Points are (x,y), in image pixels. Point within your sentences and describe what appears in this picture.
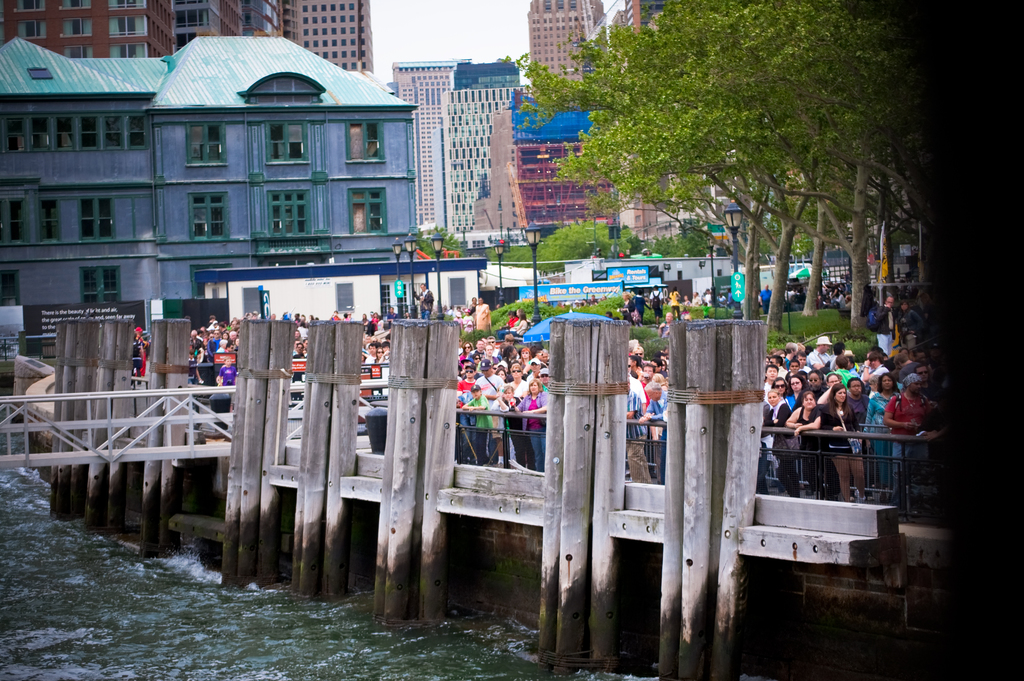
In this picture I can see there is a bridge (69,434) and this place is crowded with many people (908,392) and there are trees (846,34) and buildings (431,90) in the backdrop (473,76).
